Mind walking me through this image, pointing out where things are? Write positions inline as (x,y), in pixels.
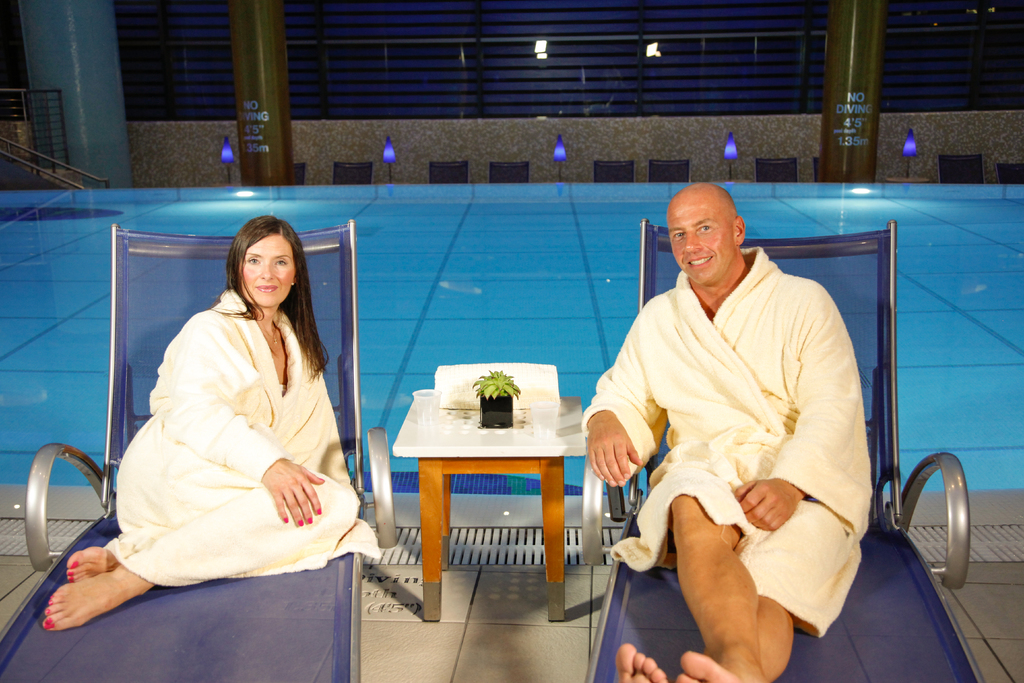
In this picture we can see a man (710,482) and a woman (272,332) sitting on chairs (886,430) and smiling and on the floor (472,643) we can see the table (432,496) with a houseplant (508,390), glasses (428,408) on it and at the back of them we can see the wall (429,148), lights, water (400,261), pillars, railings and some objects (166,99).
